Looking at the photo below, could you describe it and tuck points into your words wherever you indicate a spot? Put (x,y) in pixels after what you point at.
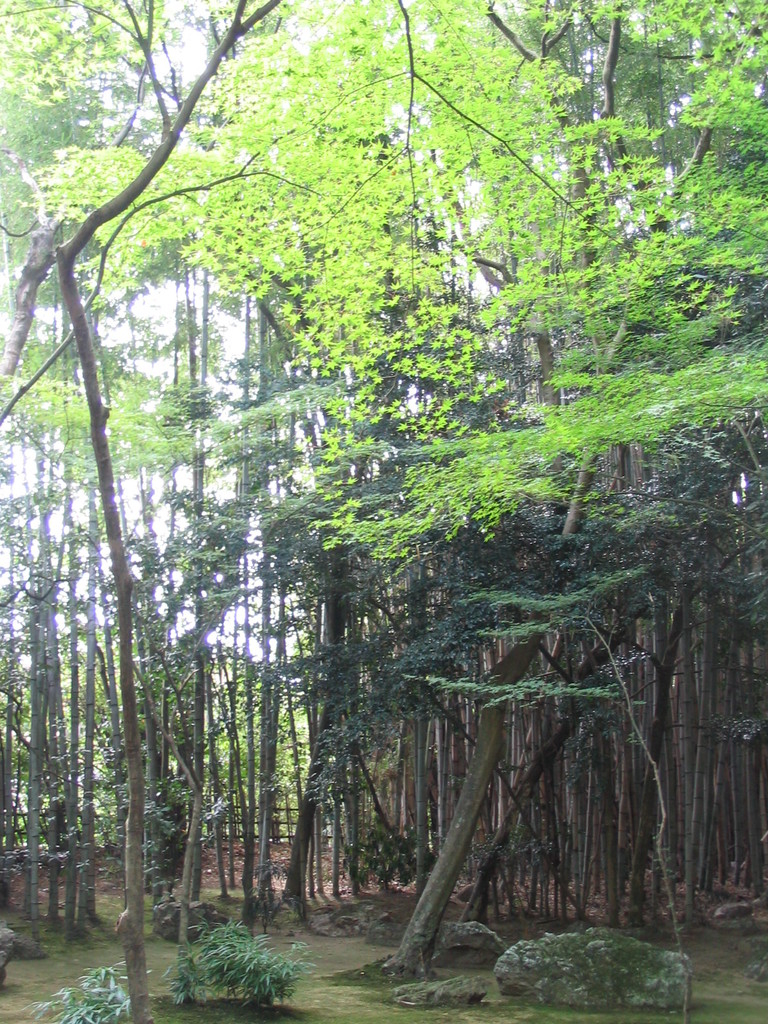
In this image I see the trees (424,707), plants (92,1001) and the grass (119,966). In the background (51,319) I see the sky (260,626).
